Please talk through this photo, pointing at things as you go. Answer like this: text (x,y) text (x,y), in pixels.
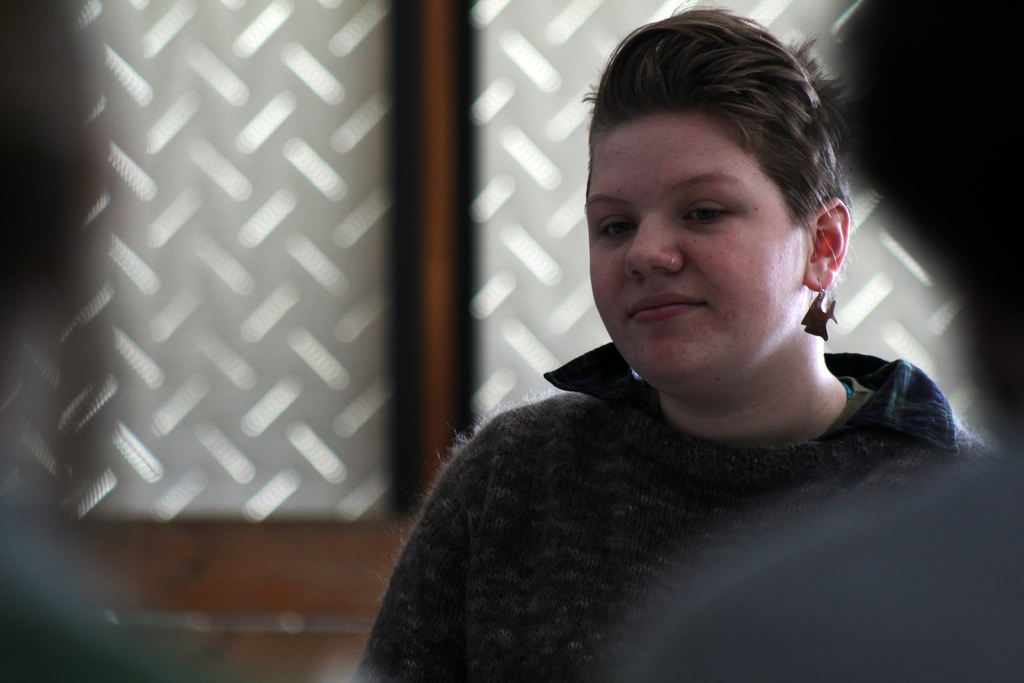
In this image I can see a person (538,640) sitting wearing black color dress (604,565). Background (338,358) I can see some object (325,358) in white color.
